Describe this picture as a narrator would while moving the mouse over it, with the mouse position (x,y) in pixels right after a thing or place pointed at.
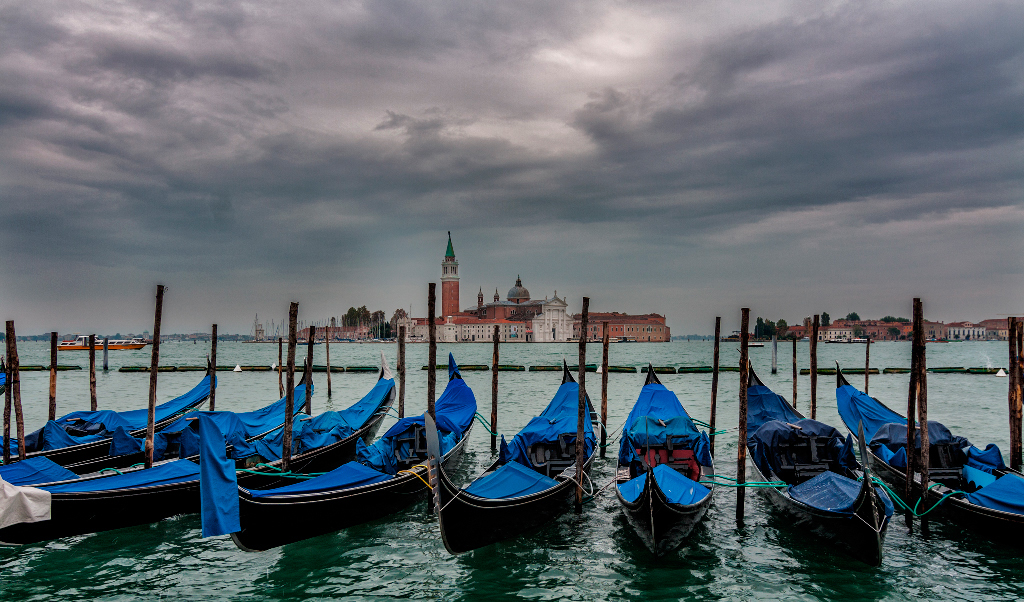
In this picture we can see boats (354,414) on water (699,395) and in the background (197,296) we can see buildings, trees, sky (868,199).
